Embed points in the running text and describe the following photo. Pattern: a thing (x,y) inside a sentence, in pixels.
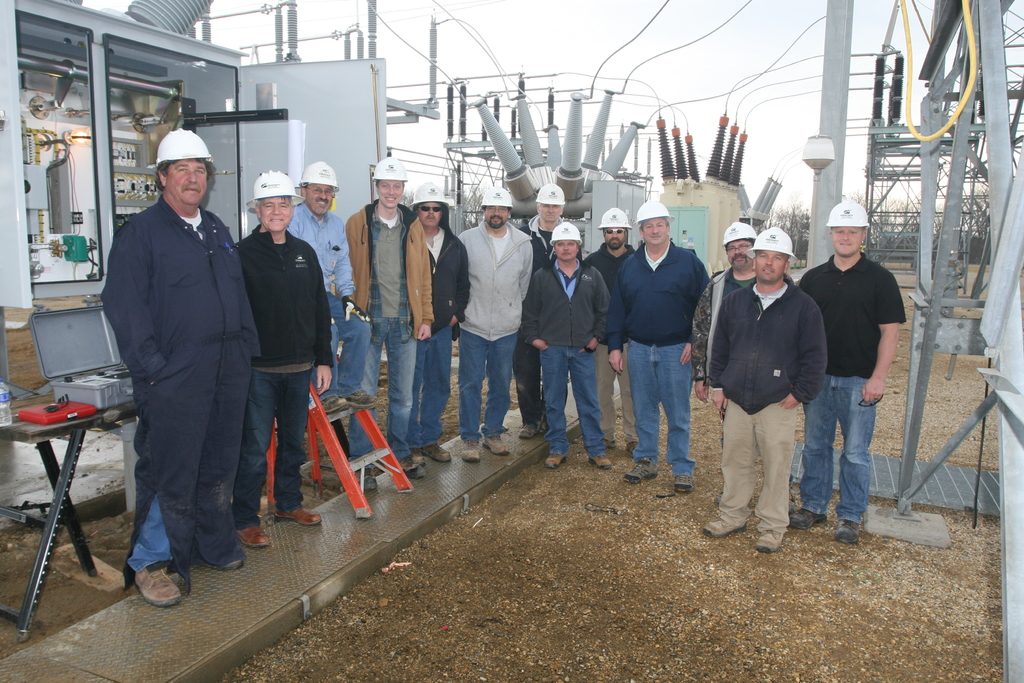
Here we can see few men (571,334) are standing on the ground (258,680) and they have helmet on their head (558,215) and among them a person (341,314) is sitting on a ladder (333,415). In the background (150,141) there are machines (116,170), wires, poles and sky (403,134). On the left (51,410) there is a water bottle (6,398) and tool box (61,381) on a table (68,425).
